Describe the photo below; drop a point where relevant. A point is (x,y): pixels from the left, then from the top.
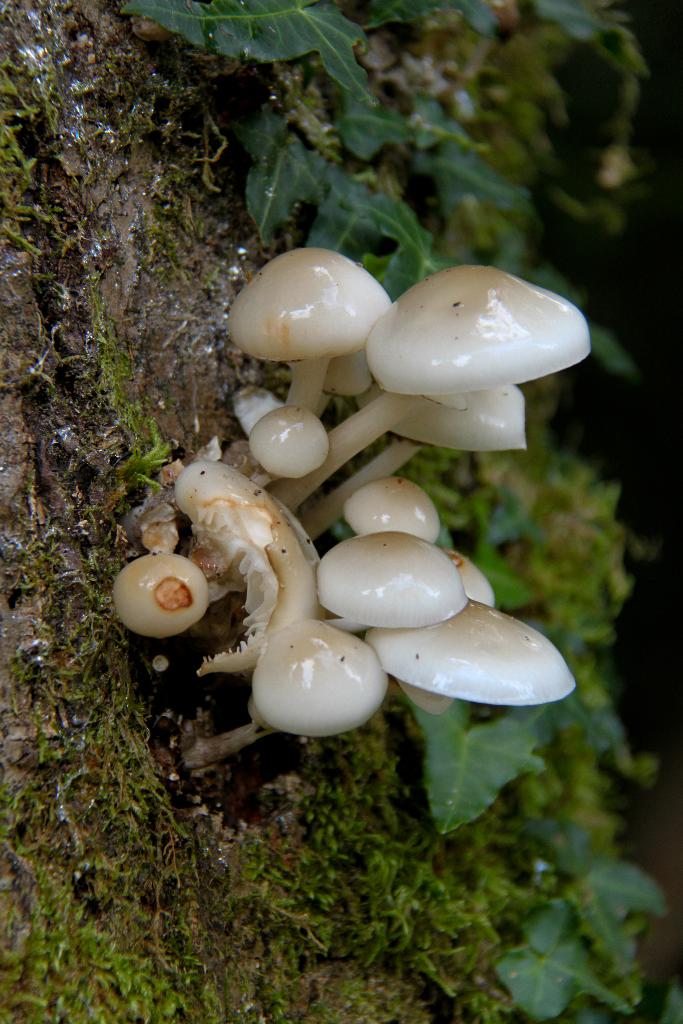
In this image I can see few mushrooms (299,349) on a tree trunk (91,612). In the background (525,749) few leaves (510,775) are visible.
